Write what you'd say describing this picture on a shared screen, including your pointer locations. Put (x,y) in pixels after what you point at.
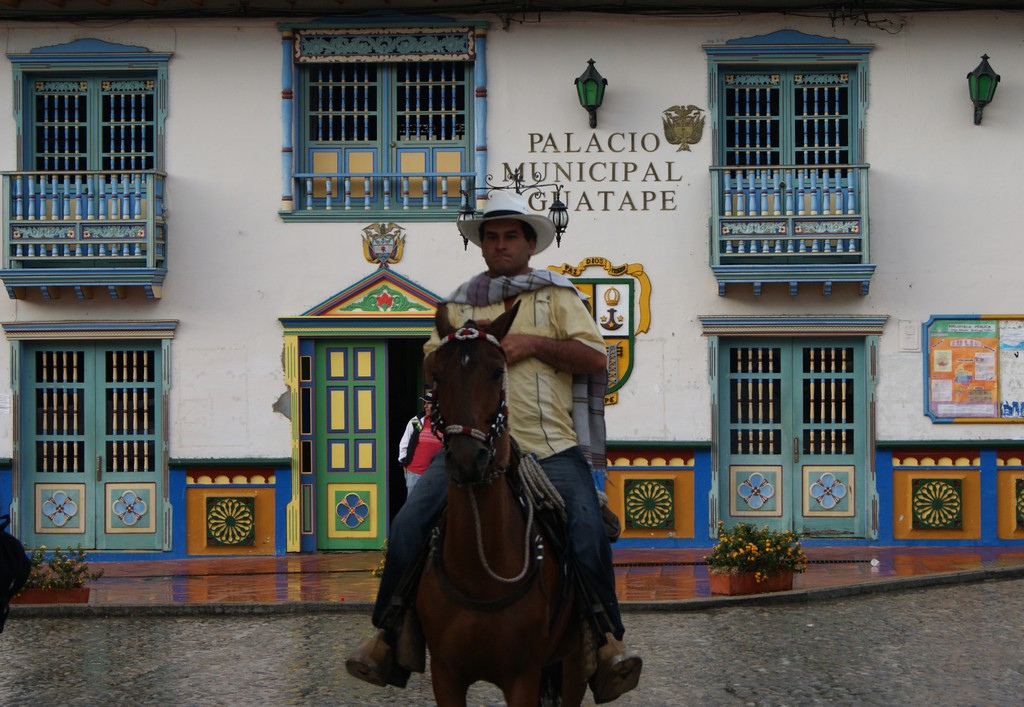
In this image, we can see a person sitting on a horse (438,616). We can also see the ground (106,596). We can see some plants (756,539) with flowers (753,558). We can see the house (392,216) with doors (345,358) and windows (105,91). We can also see some text (605,189) written on the house (607,181). We can see some lights (593,111). We can see a board (936,340).
